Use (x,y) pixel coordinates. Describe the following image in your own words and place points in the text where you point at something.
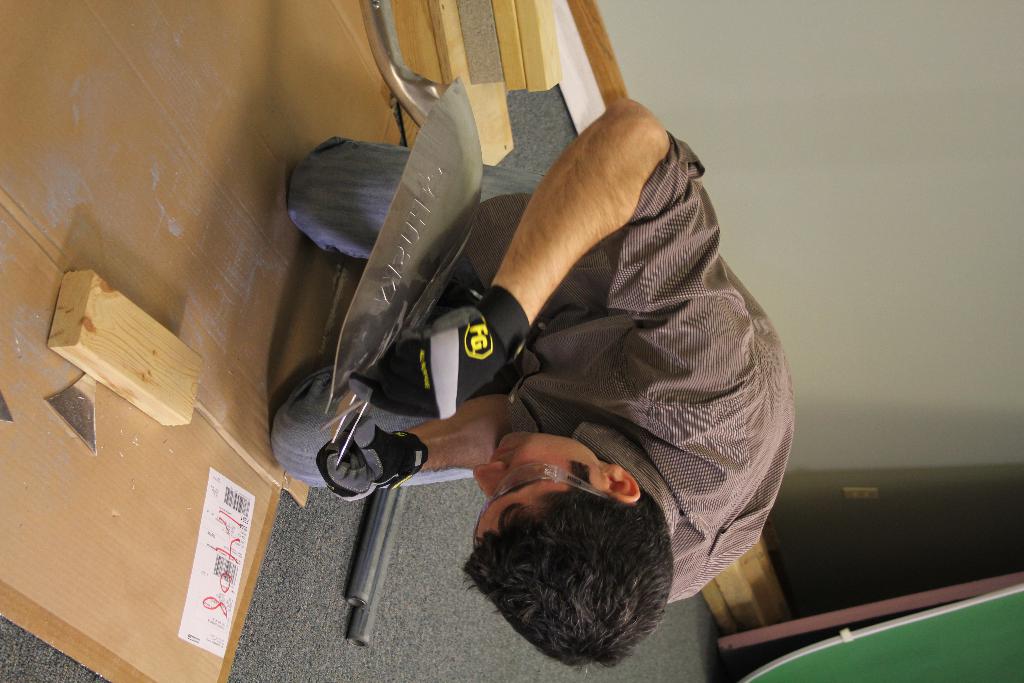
A person (520,197) wearing glove (425,376) is cutting a metal spatula (410,187). On the ground (420,527) there is carpet (319,589) and poles (376,554). In the background (895,233) there is wall (911,211).
